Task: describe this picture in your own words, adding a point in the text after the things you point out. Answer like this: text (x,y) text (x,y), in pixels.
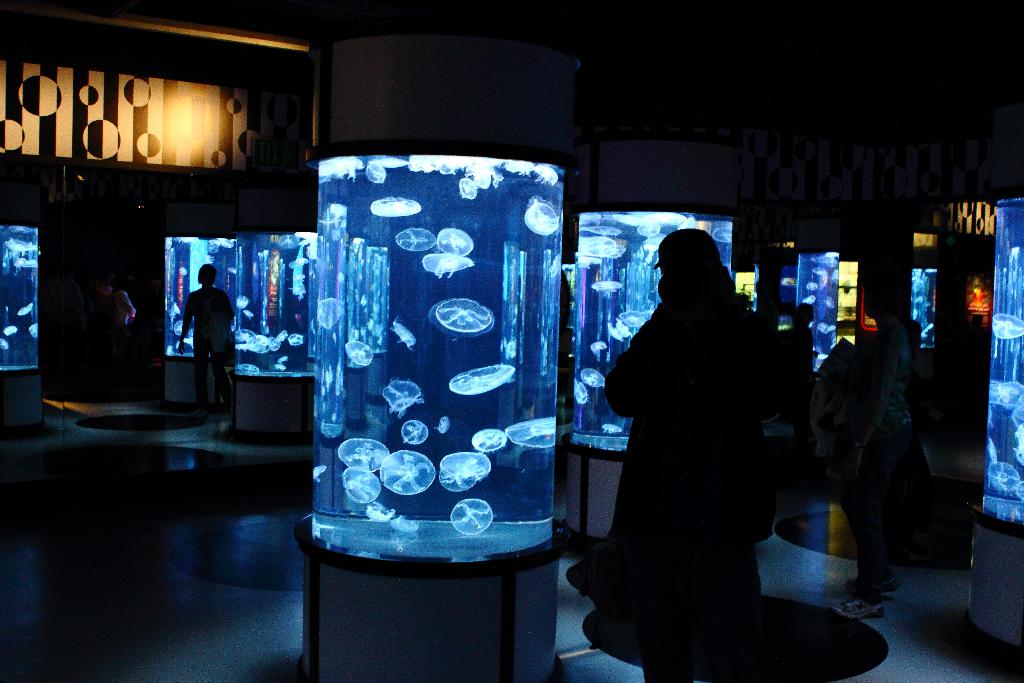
In this picture there are people (203,311) and aquariums (529,256). In the aquariums (383,324) there are jellyfish (8,333). On the left (198,136) there is a board (180,108). In the center of the background (847,314) there are posters (840,293).
